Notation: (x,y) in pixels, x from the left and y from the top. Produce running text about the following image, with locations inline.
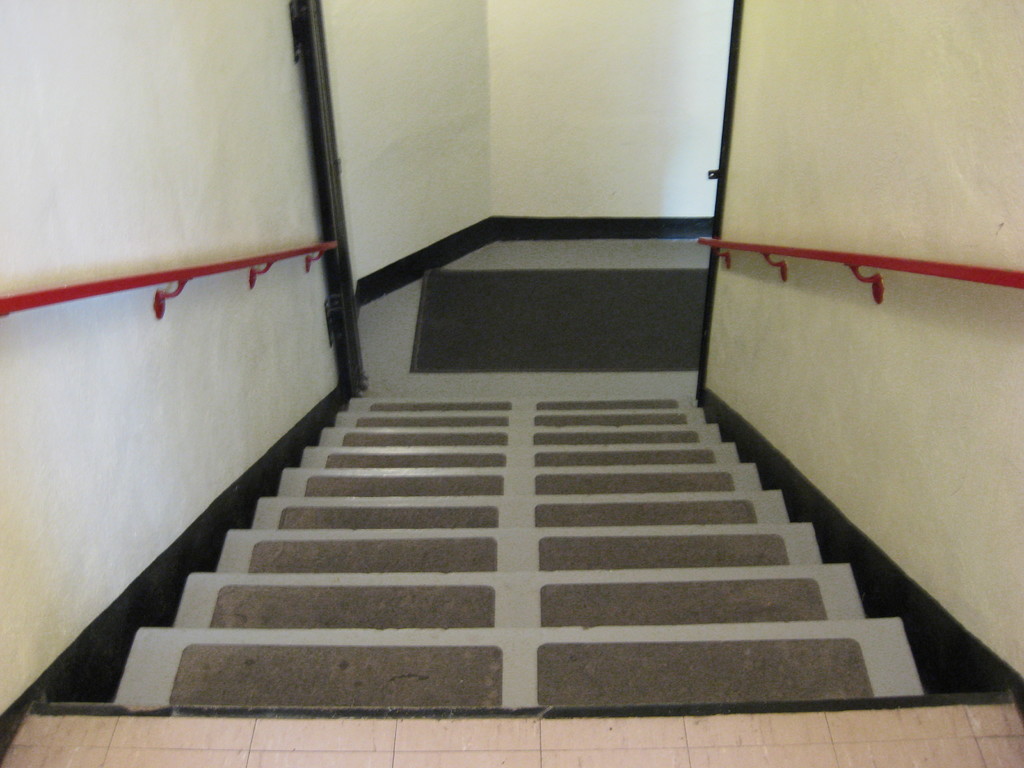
In this image there are steps (551,470) in the middle (551,470). On the steps (581,564) there are mats (382,569). There are iron rods (208,274) on either side of the steps (518,491). At the top (507,147) there is a wall (555,115). On the floor (534,329) there is a mat (536,338).
